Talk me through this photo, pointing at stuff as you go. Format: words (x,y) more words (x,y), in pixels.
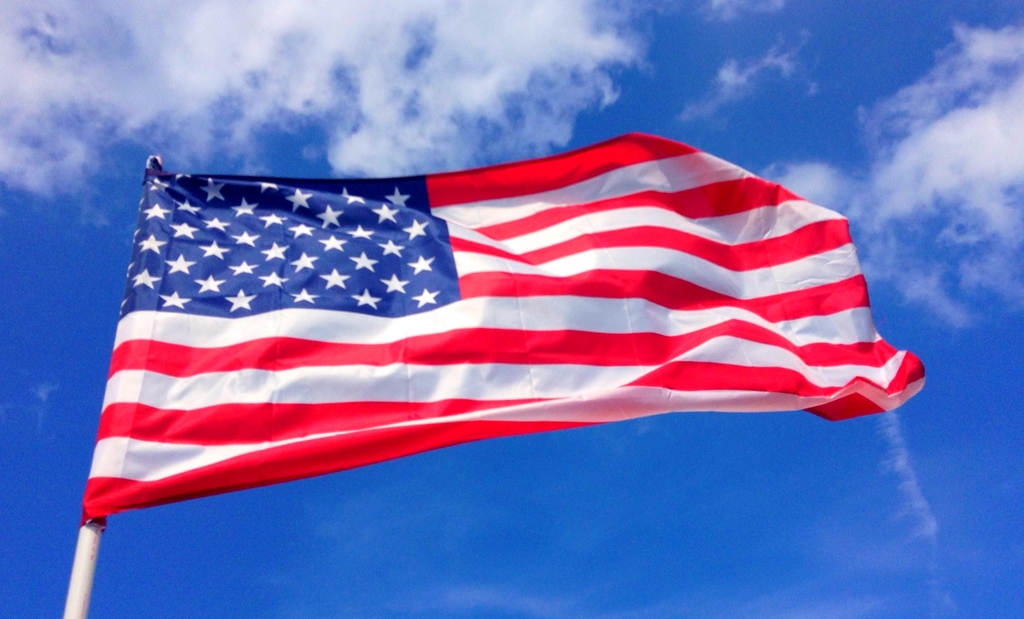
In this image in front (682,327) there is a flag (638,315). In the background of the image (695,85) there is sky (754,61).
